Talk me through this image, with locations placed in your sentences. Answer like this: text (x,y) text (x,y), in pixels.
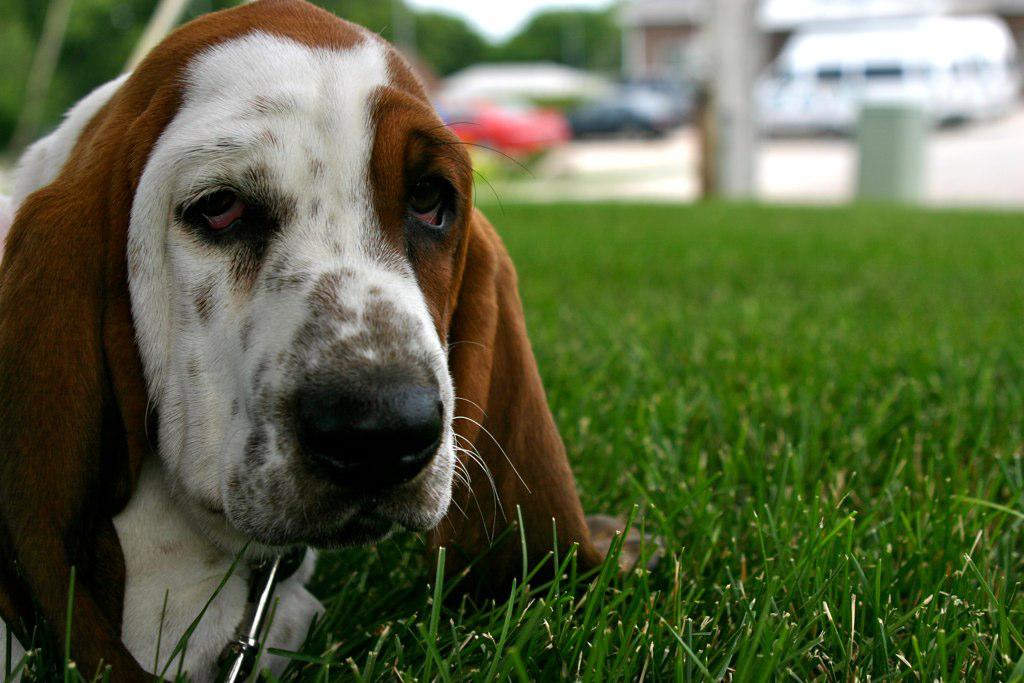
In this image we can see a dog (483,387) on the grass (600,607) and we can also see a blurred background (705,51).
